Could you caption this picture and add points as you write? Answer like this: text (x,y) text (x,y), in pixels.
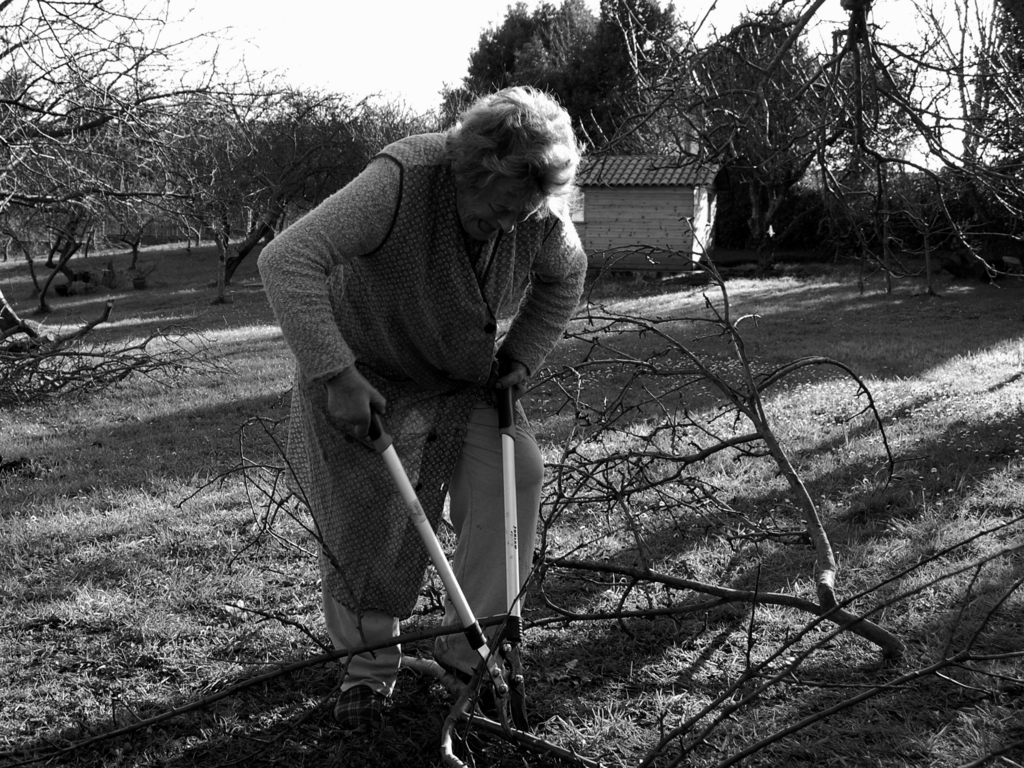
This is a black and white image where we can see an old woman (406,357) is holding garden scissors (508,486) and cutting the dry plants (711,593). Here we can see the grass (797,616), house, trees (78,192) and the sky (367,73) in the background (426,70).
